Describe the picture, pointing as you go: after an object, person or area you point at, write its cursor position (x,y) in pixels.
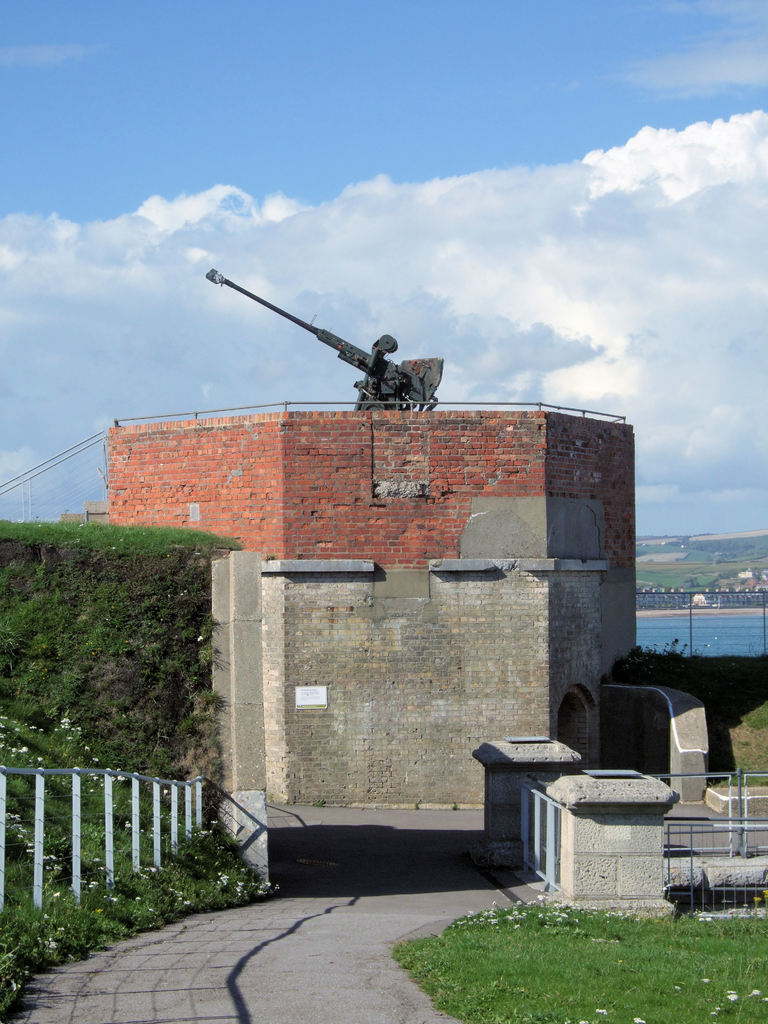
In this image I can see the road (256,971), some grass (225,836) on the ground (126,656), the railing (74,789), few trees (126,656), few flowers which are white in color and a building (397,663) which is made of bricks (485,600). On the building (394,465) I can see a huge machine (437,367). In the background (649,631) I can see the water (715,625), the ground (715,553) and the sky (514,201).
